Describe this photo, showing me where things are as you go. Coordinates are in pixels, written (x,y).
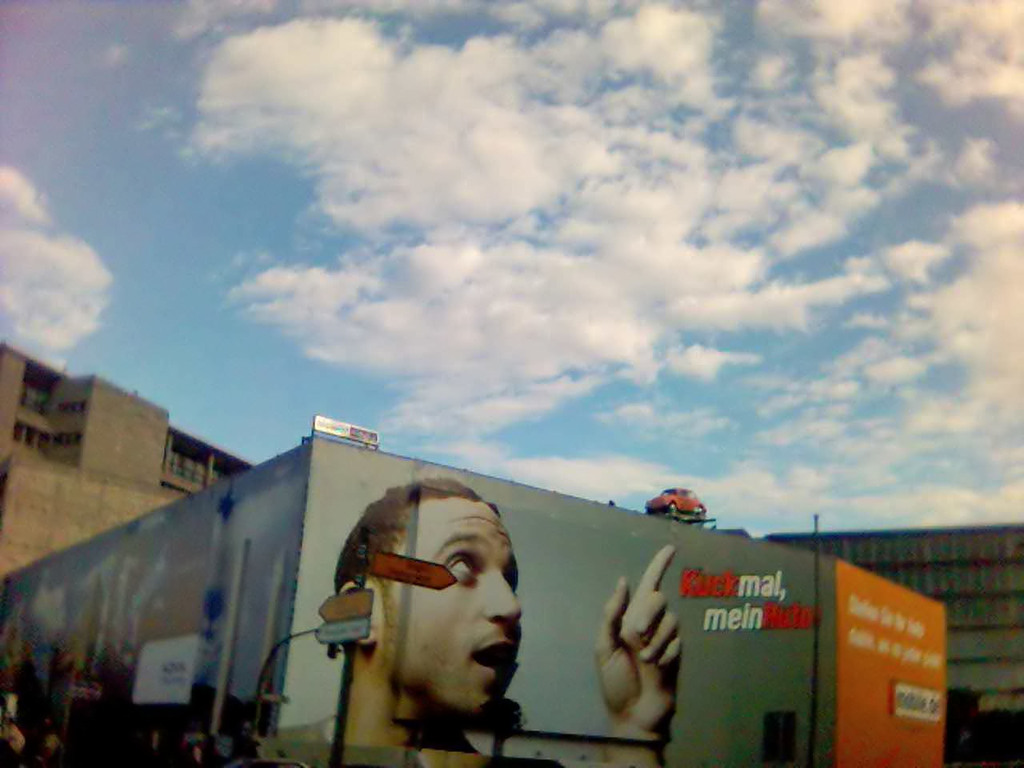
In the image we can see the buildings (486,703) and the poster (595,701), on the poster (648,666) we can see text (736,626) and picture (408,678) of a man (460,695). Here we can see toy vehicle (700,511), board (186,678), pole (271,653) and the cloudy sky (554,281).
